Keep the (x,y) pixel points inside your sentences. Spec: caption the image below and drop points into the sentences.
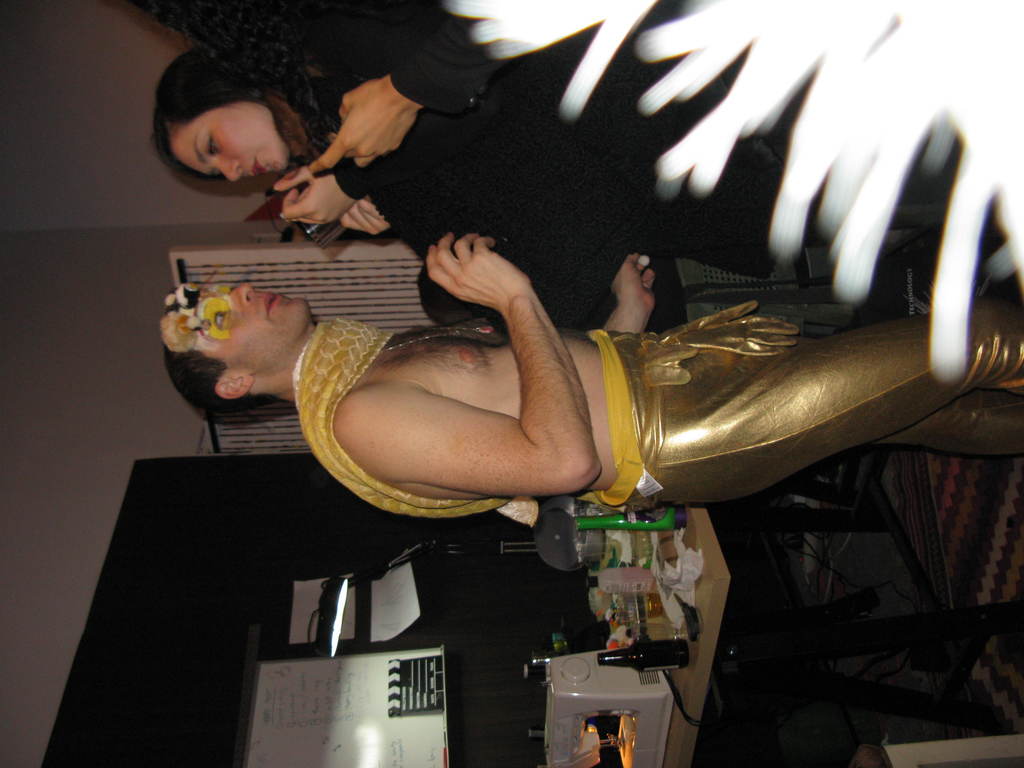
This is the picture of a room (64,481). In this image there are two persons (618,307) standing. There is a device (579,724) and there are bottles (617,549) and utensils (669,601) on the table (717,544). At the back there is a board (260,699) on the wall (451,578) and there is a text (316,702) on the board (297,709) and at the back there is a door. At the bottom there is a mat (981,529) and there are wires (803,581).
